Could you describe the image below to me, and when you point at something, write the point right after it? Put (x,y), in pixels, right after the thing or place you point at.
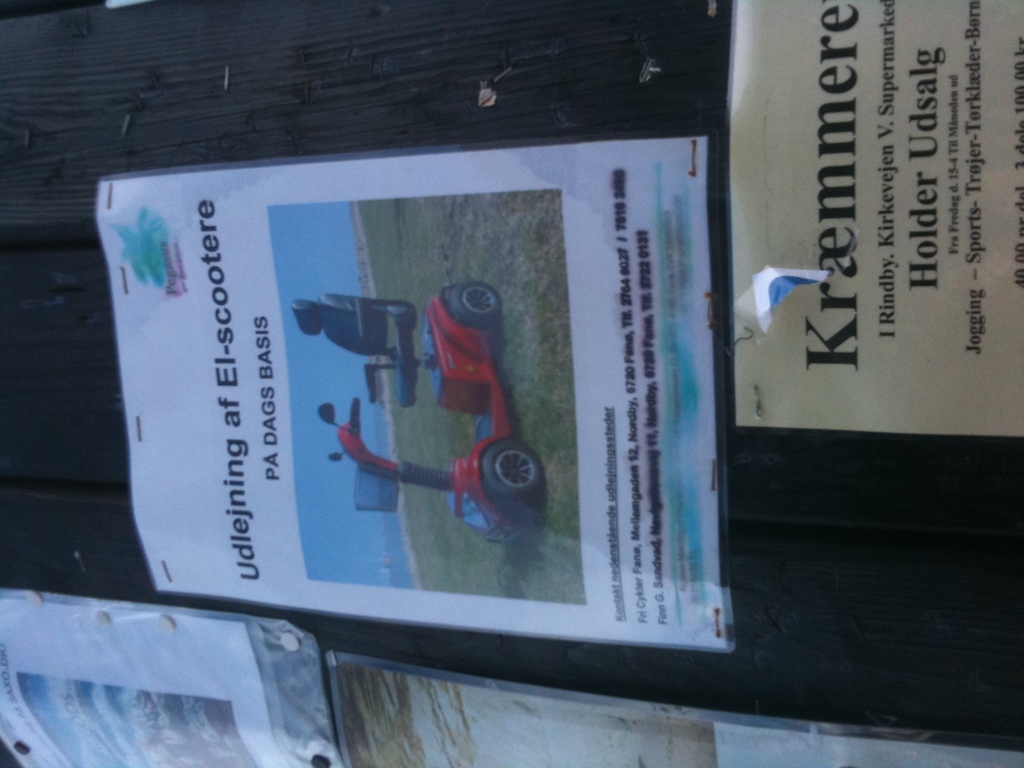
On a notice board (134,139), there are different posters (328,458) are pinned to it.
